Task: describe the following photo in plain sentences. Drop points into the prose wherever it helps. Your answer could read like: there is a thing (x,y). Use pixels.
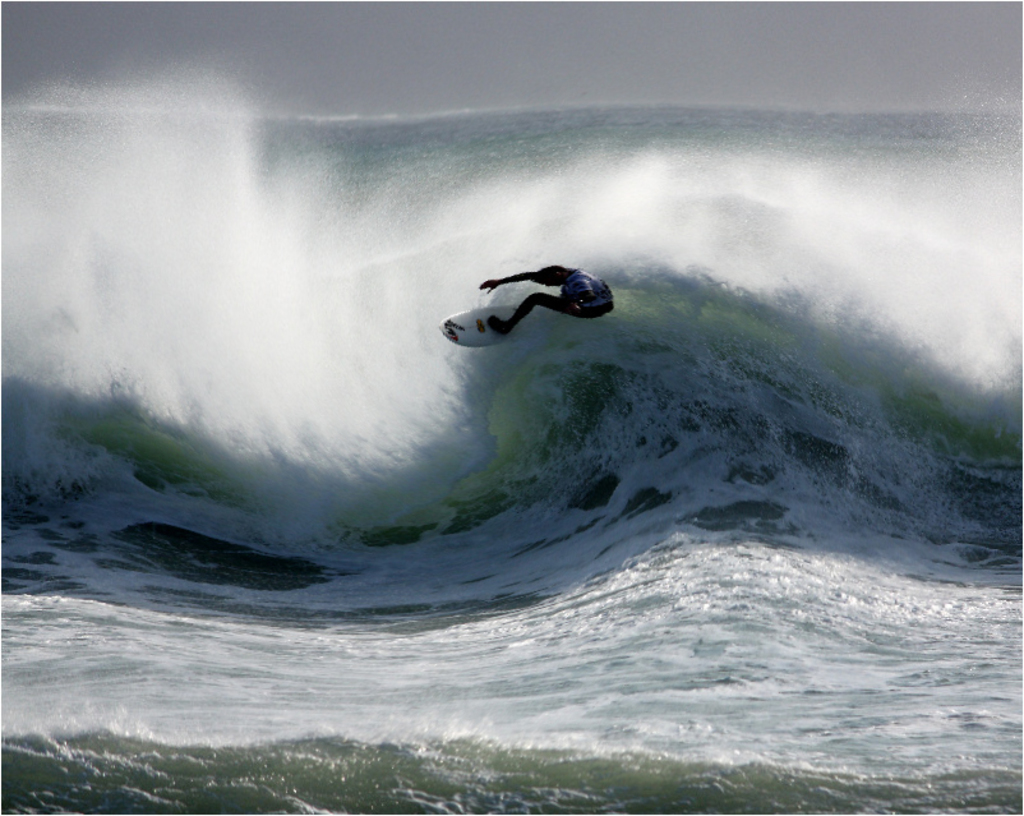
In this picture there is a man (594,276) who is doing surfing on the water (743,263). In the background (542,211) I can see the ocean (887,164). At the top (954,105) there is a sky (245,93).
